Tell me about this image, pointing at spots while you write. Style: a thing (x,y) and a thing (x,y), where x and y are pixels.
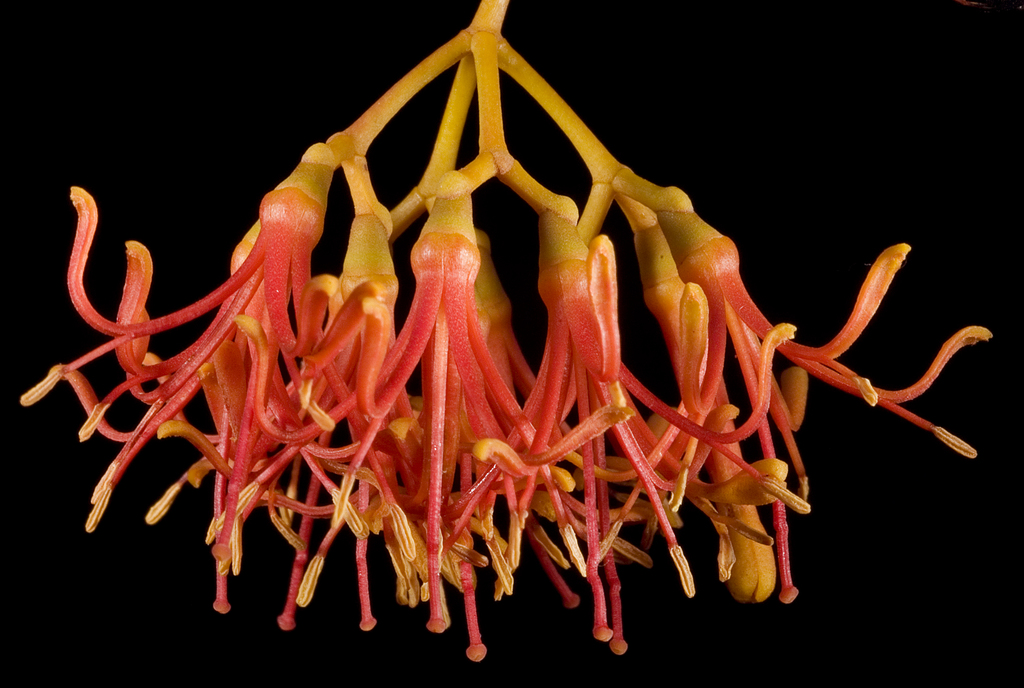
In this image we can see stem (509,177) and flowers (462,319).
